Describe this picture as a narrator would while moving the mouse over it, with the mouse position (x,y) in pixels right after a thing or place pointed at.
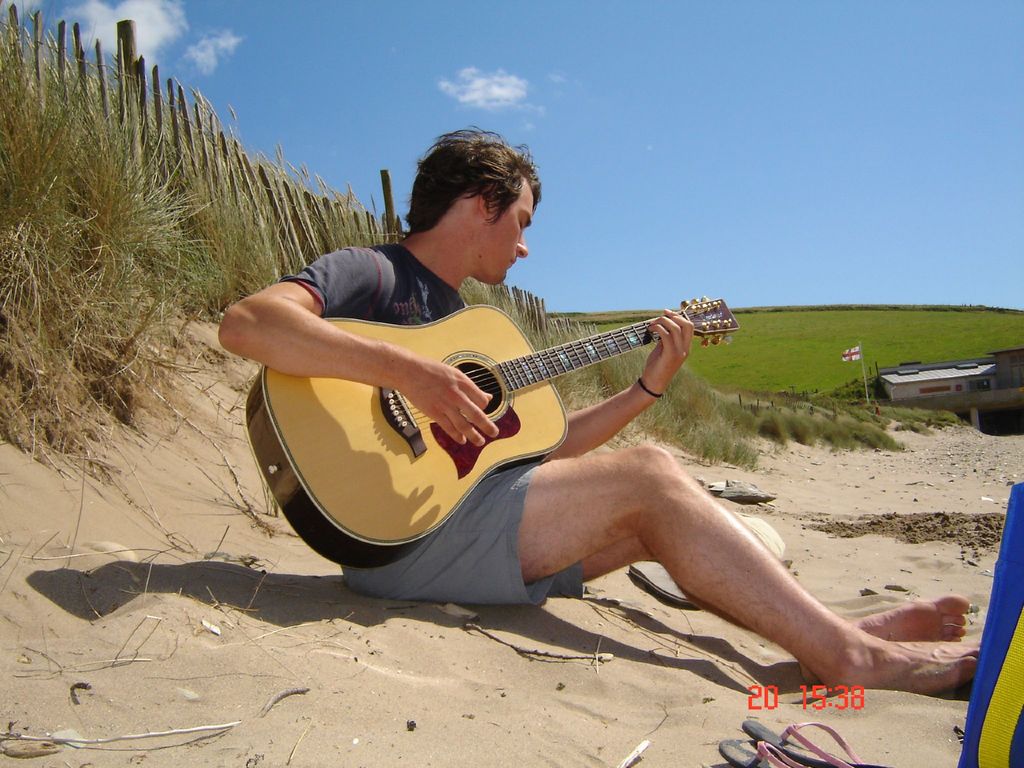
This picture shows a man (946,679) seated on the sand (352,598) and playing guitar (708,337) and we see a wooden fence (387,178) and few plants (160,354) and a blue cloudy sky (677,131) and a flag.
